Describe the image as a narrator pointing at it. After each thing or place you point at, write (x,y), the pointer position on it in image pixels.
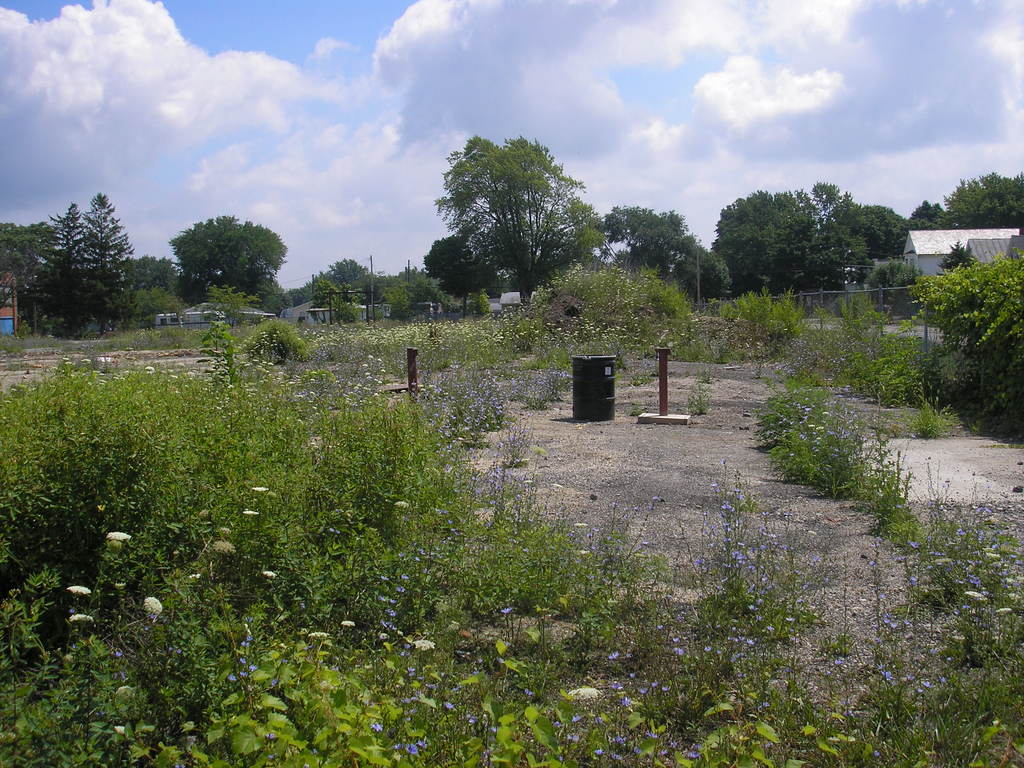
In this picture we can see a bin (581,376) and two poles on the ground (541,440), flowers (453,400), plants (331,461), fence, trees (84,237), houses (937,249) and in the background (662,86) we can see the sky (662,86) with clouds (682,150).
